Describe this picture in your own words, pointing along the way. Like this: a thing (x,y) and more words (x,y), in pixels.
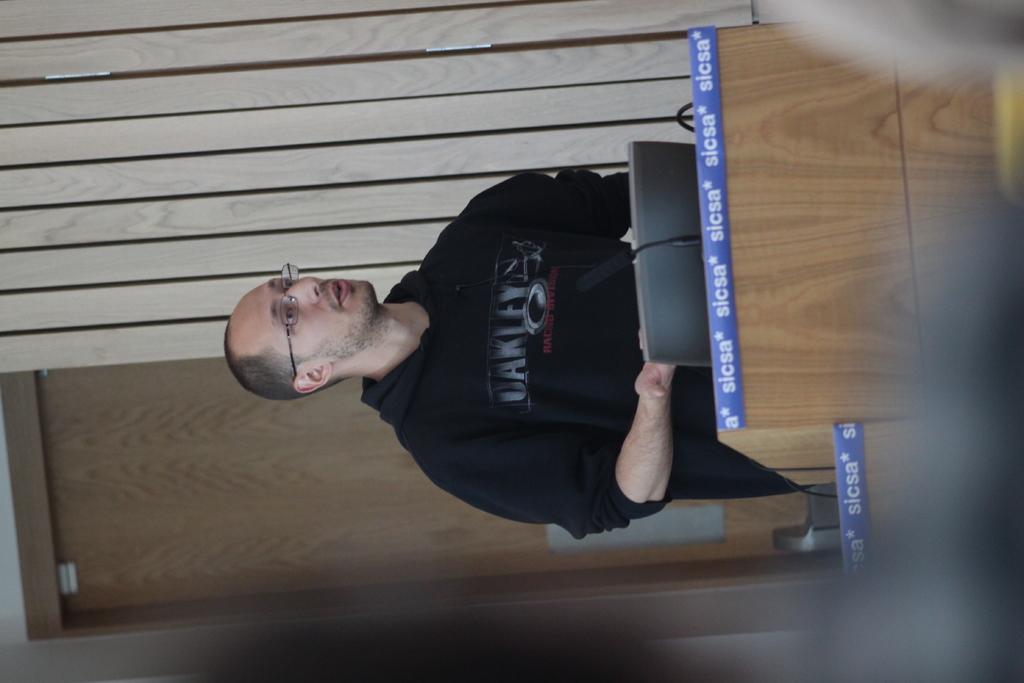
In this image we can see a person (415,373) wearing specs (296,319). In front of him there is a stand (747,317). On the stand (793,328) there is a laptop (675,300) and a mic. Also something is written on the stand (720,251). In the back (160,172) there is a wooden wall (130,304). And there is a door (146,452).
